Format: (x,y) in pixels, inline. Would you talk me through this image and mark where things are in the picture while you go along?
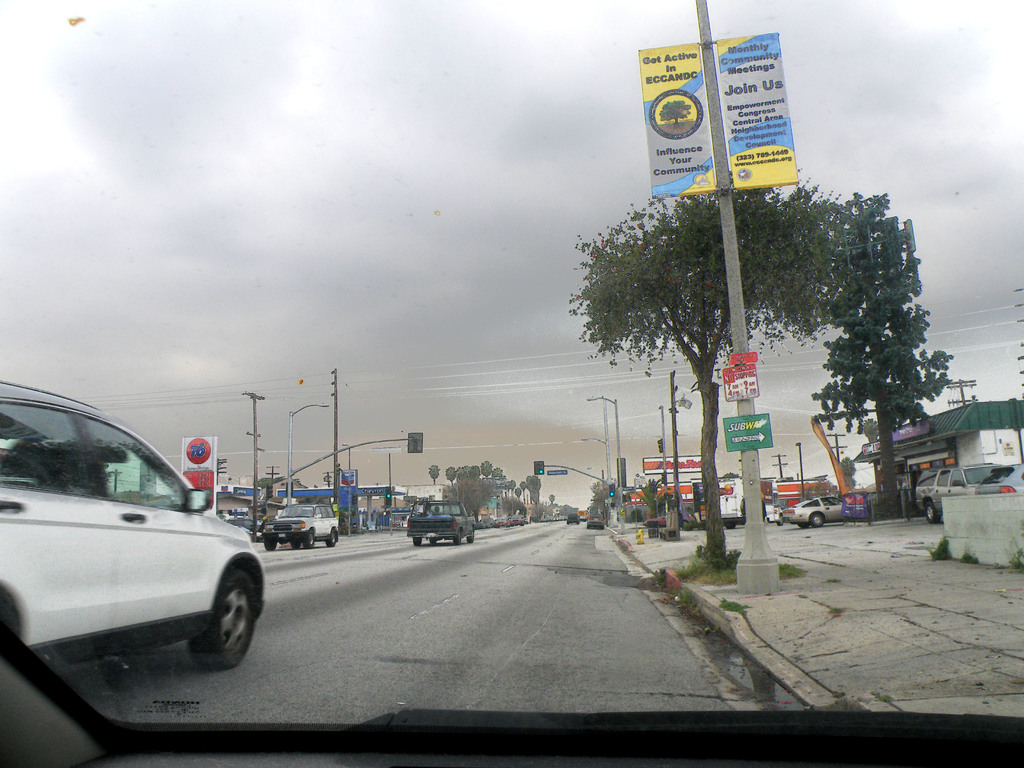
In this picture we can see vehicles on the ground (499,603), here we can see trees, traffic signals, posters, buildings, electric poles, wires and we can see sky (928,13) in the background (898,117).
